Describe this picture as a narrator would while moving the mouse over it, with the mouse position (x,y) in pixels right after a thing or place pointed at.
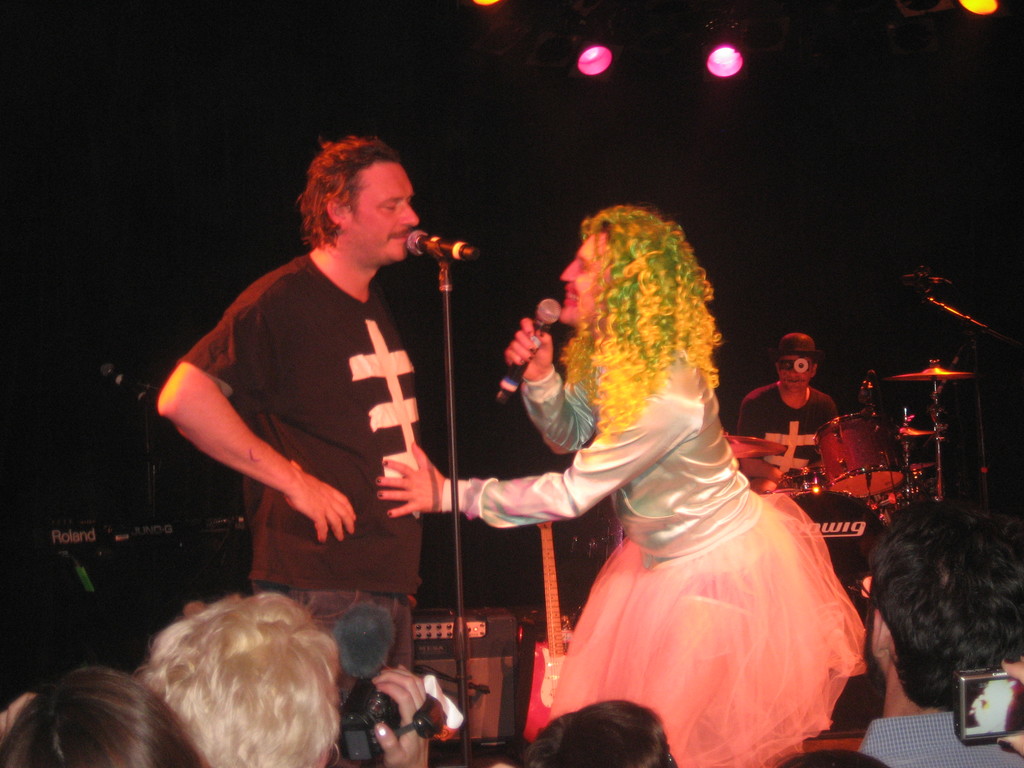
In this picture there are two people (598,368) one lady (631,364) and one man (409,183) among them.
